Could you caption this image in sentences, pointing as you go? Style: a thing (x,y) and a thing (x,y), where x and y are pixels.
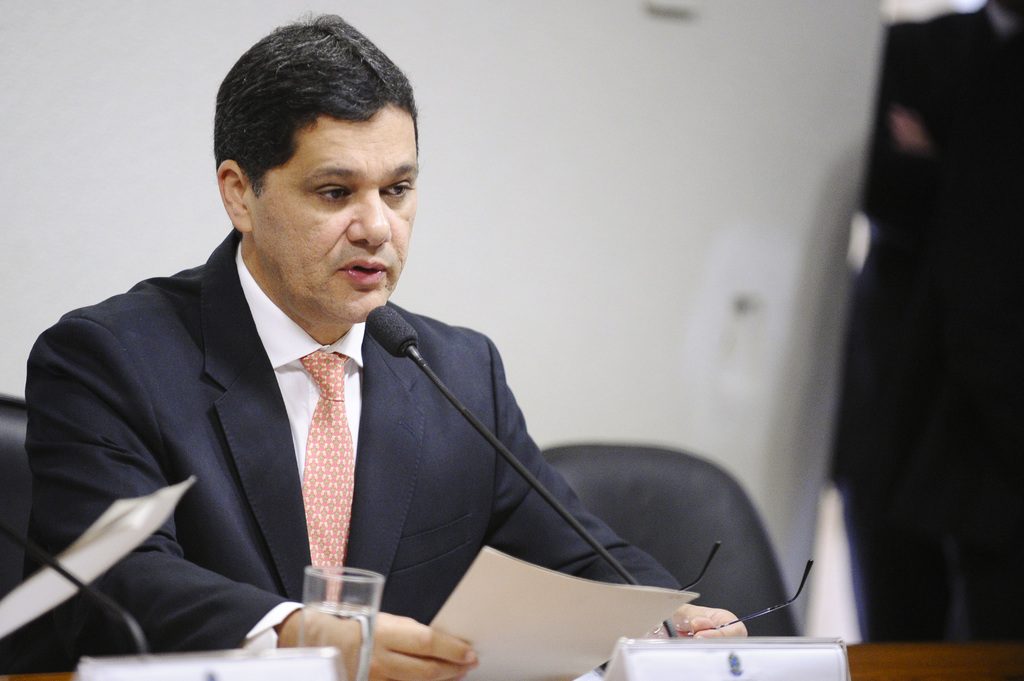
This image is taken indoors. In the background (118,156) there is a wall (122,162). At the bottom of the image (928,649) there is a table (917,659) with name boards (693,654), mics (105,600), a glass (374,609) of water (359,630) and a few papers (596,662) on it. On the right side of the image (927,294) a man (898,315) is standing on the floor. On the left side of the image (295,378) a man (291,468) is sitting on the chair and talking and he is holding papers (534,619) in his hands (444,662) and there is an empty chair (680,537) beside him.
